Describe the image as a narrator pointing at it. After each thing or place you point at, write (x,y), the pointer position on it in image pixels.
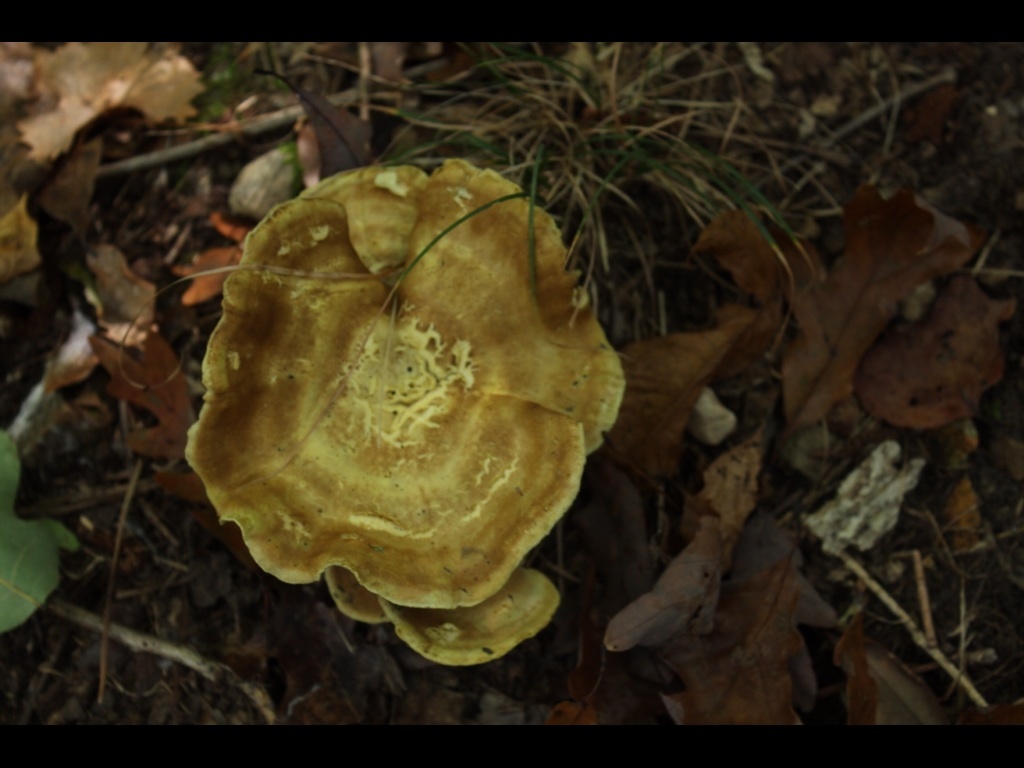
In this picture we can see a mushroom (277,348), dried leaves (51,136) on the ground (36,339) and in the background (433,128) we can see grass (474,104).
